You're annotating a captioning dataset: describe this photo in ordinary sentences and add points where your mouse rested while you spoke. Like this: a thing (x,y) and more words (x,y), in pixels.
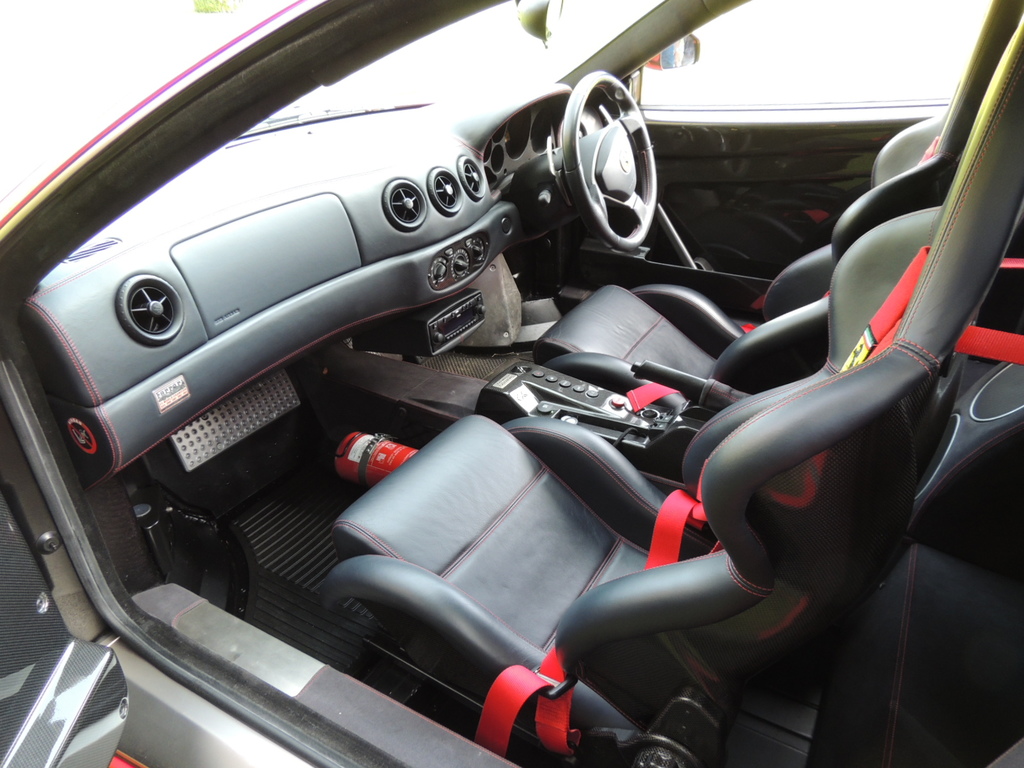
In this picture I can see inside of the car (271,359).
